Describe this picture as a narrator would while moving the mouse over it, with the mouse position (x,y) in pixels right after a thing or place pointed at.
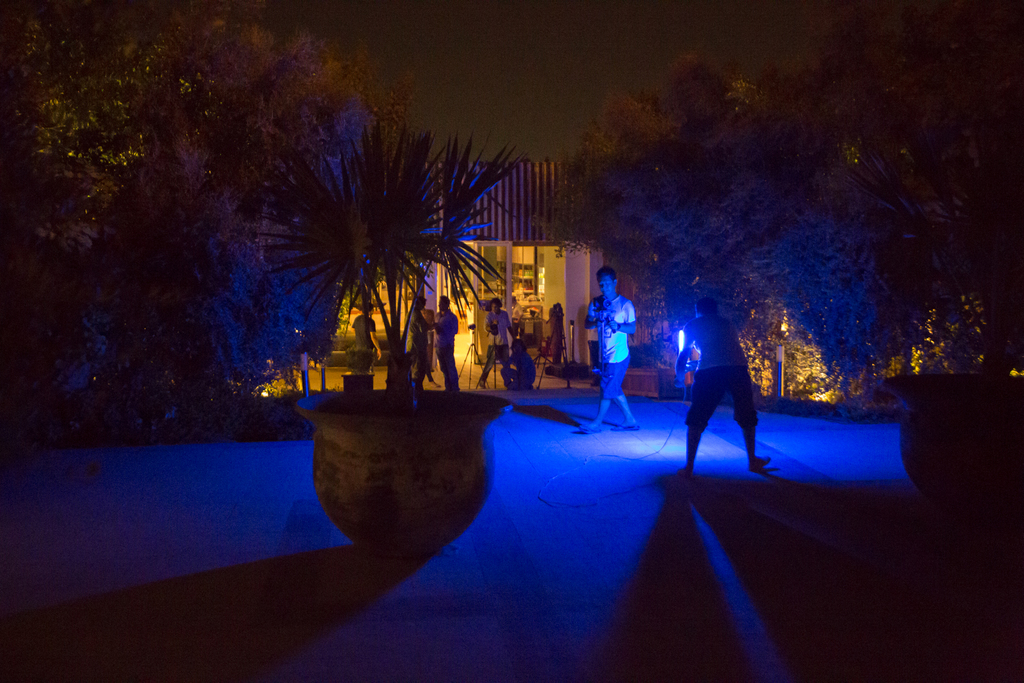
In this picture there are people (416,309) and we can see plants (349,253) with pots (968,389), trees (755,92), house (438,220) and stands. In the background of the image (485,13) we can see the sky (495,4).
